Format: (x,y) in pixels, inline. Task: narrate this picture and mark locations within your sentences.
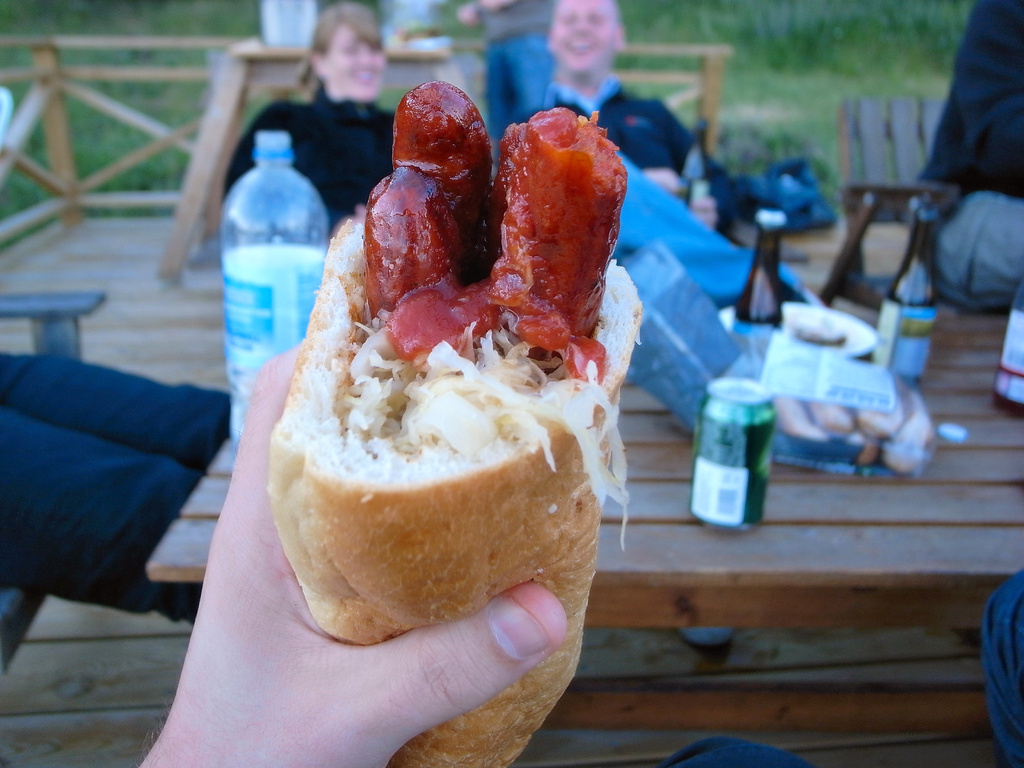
The picture consists of a hot dog (499,505) with meat (500,259) in the middle (539,291) and in front (821,509) there is a table (831,500) with food (780,411) and drinks (754,446) on it, in background (619,86) there are man (578,52) and woman (342,83) sat on chair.
